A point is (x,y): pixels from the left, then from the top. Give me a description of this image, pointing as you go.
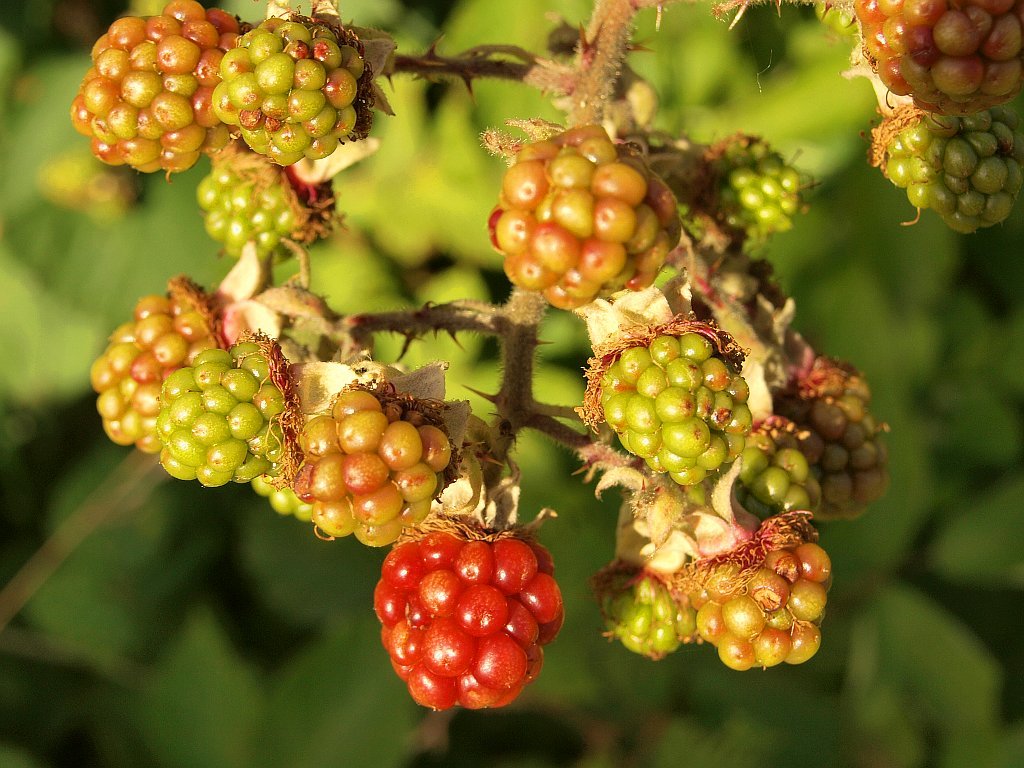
In this image there are fruits (186,127) blackberries (185,463) in the foreground (878,118). And in the background (858,125) it looks like there are leaves (61,738) and the image is blur.
